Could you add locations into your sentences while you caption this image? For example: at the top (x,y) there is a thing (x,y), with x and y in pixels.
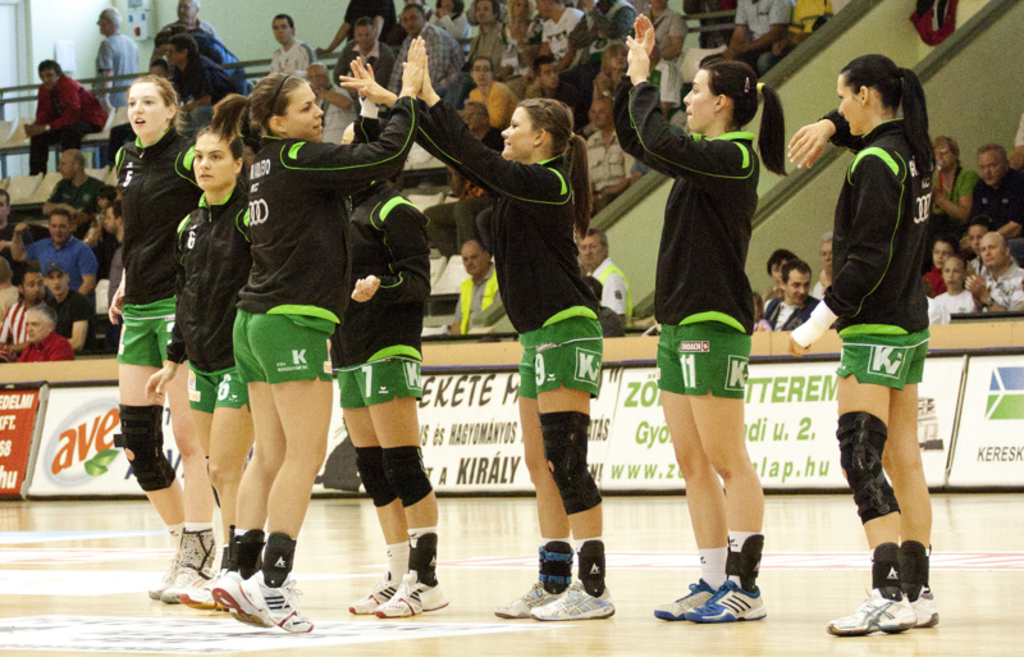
In the image there are few girls (249,131) in black jersey (881,257) and green shorts (844,366) standing on the play field (635,522), in the back (501,115) there are many audience (450,190) sitting on chairs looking at the game.
